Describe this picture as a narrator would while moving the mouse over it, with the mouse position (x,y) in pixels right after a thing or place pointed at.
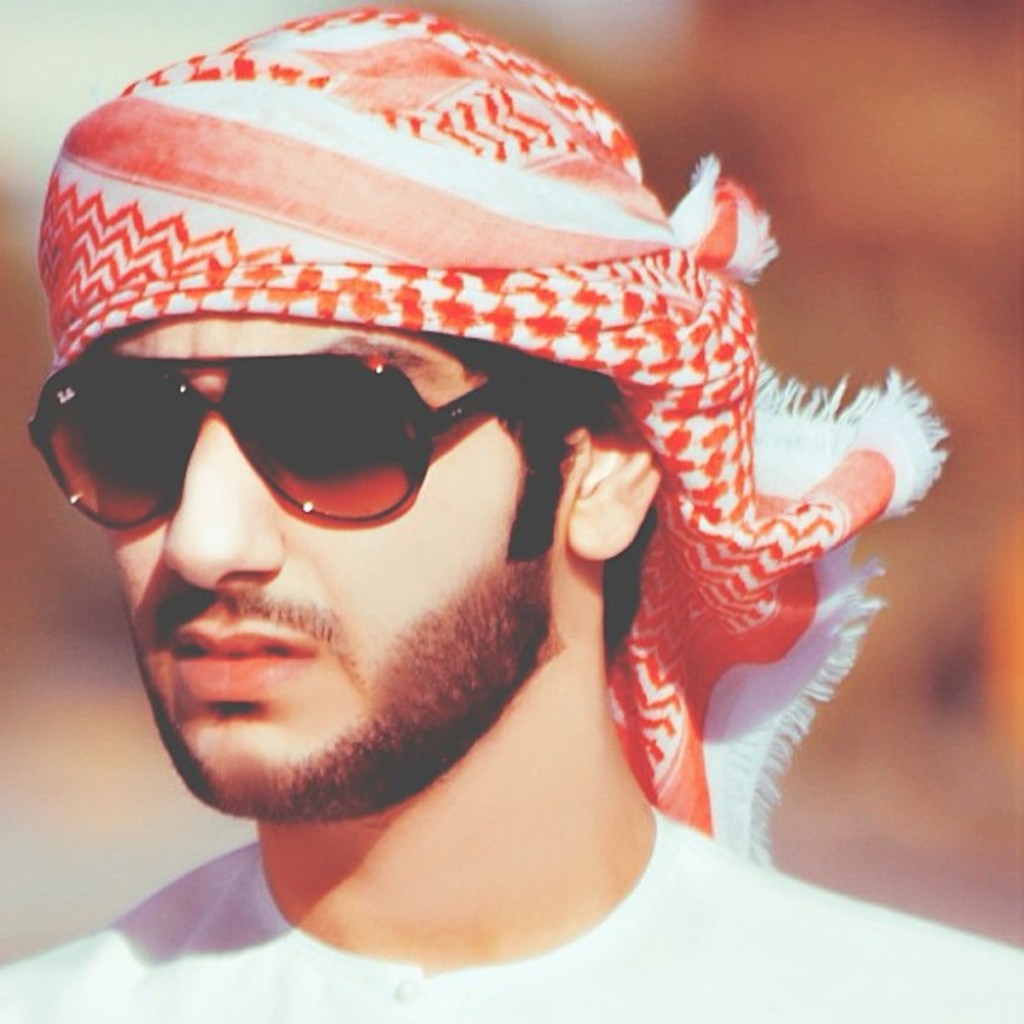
In the image we can see the close up picture of the man (238,754) wearing clothes (585,993), goggles (383,392) and the background (822,183) is blurred.
